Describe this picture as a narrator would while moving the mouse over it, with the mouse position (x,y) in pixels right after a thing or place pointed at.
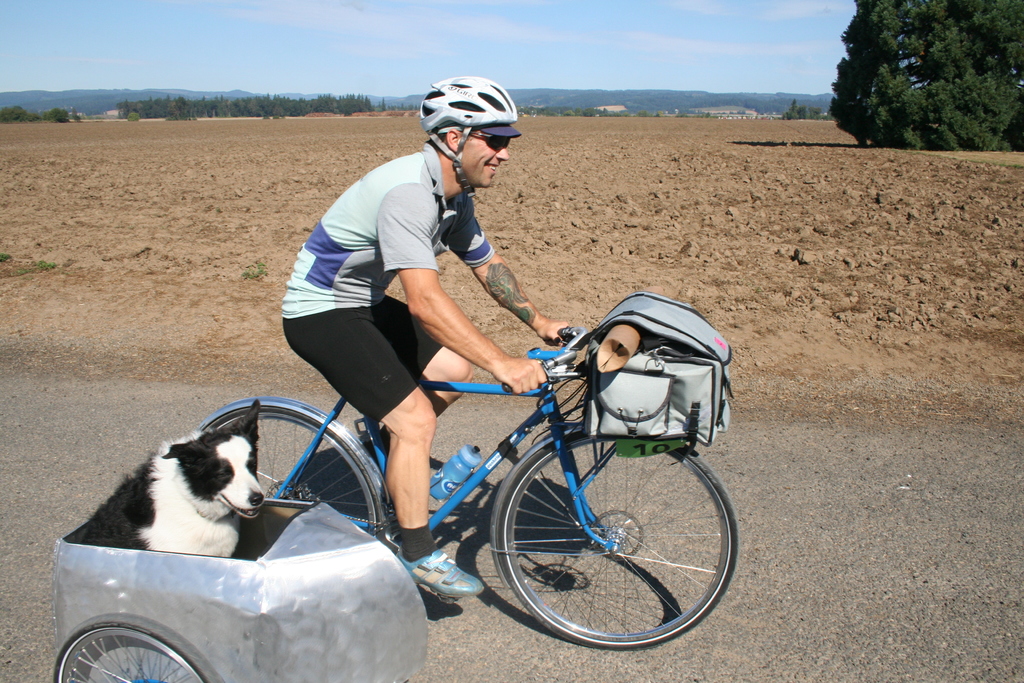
In this image i can see a man (333,240) riding cycle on the road (699,546) he is wearing a blue shirt (414,202) and black short (378,335), beside a bicycle (309,421) there is dog (203,497) in white and black color at the back ground (858,95) i can see a trees (847,118), sand (632,160) and sky (547,67).
